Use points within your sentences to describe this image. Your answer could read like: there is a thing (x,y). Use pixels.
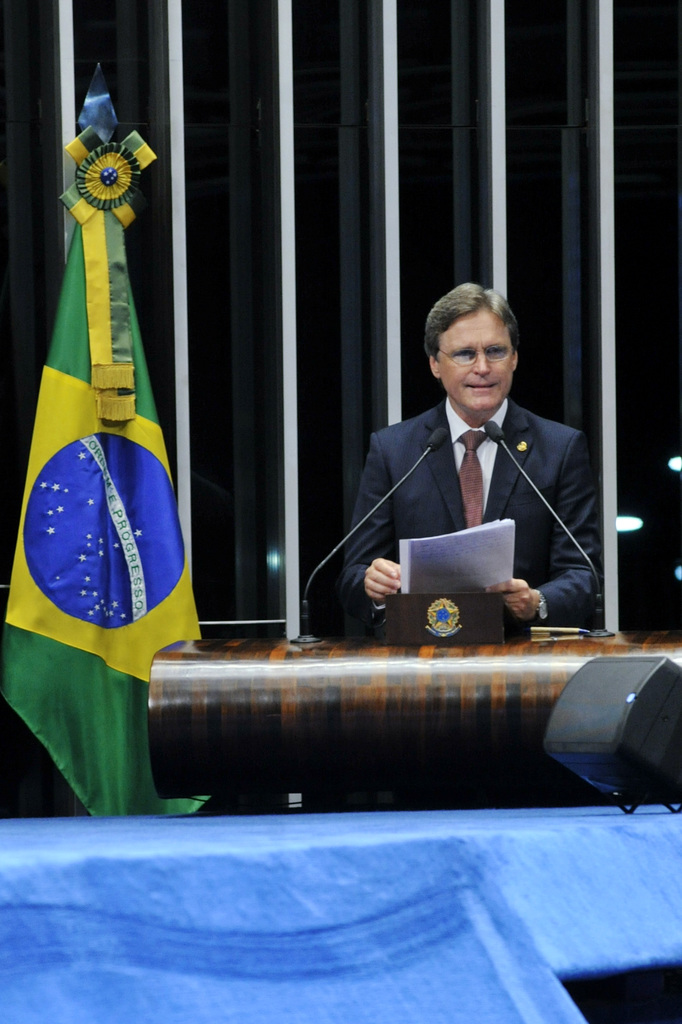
In this image there is a person (360,541) holding papers (422,573) in his hand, In front of the person (367,551) there is a table (510,665) with two mics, beside him there is a flag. On the bottom right side (638,770) there is an object (633,787). In the background (426,382) there is a wall (392,407).
